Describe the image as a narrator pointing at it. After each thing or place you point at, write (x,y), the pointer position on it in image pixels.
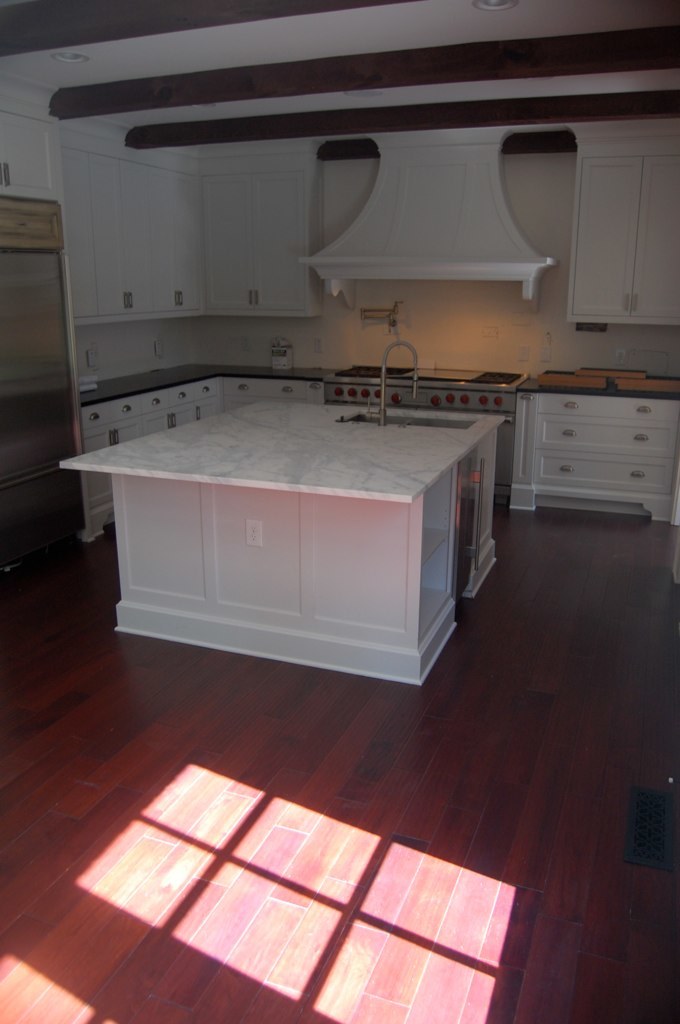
This picture shows the inner view of a room (519,791). There is one black vent (644,825) on the wooden floor (603,791), one tap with sink (455,424), some white cupboards (126,205), one refrigerator (74,385), some objects (388,313) attached to the wall (502,340), some switchboards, some lights (67,62) attached to the ceiling (285,103) and some objects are on the surface (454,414).
